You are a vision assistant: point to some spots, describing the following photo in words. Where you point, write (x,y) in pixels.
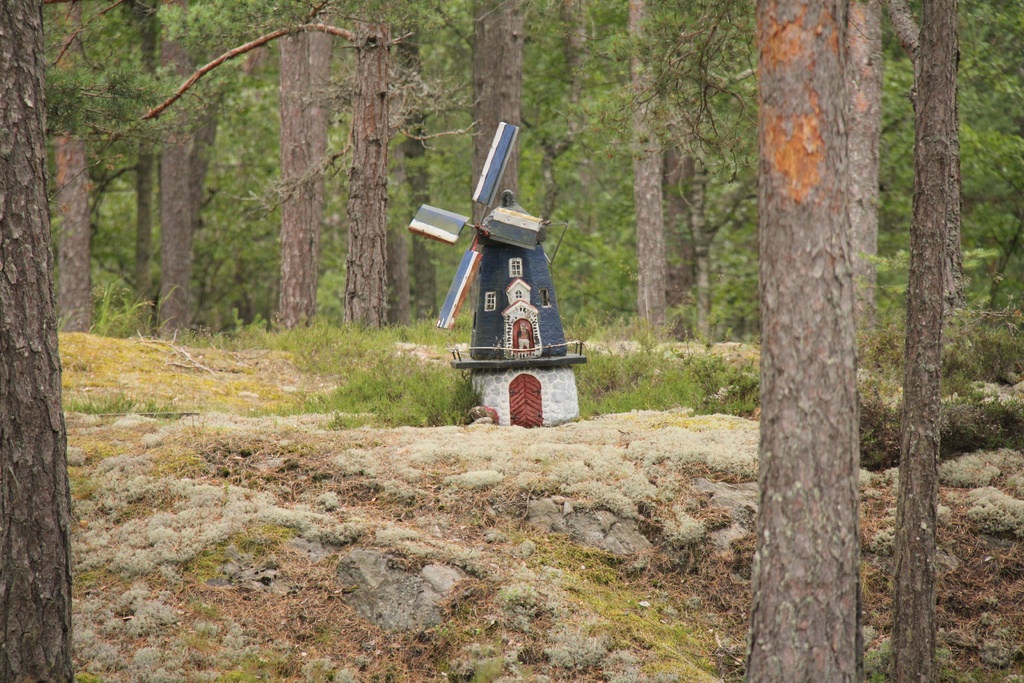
In this picture I can see a toy (517,319) placed on the ground (546,442), around I can see some trees (721,158), grass (656,400) and rocks (354,559).
